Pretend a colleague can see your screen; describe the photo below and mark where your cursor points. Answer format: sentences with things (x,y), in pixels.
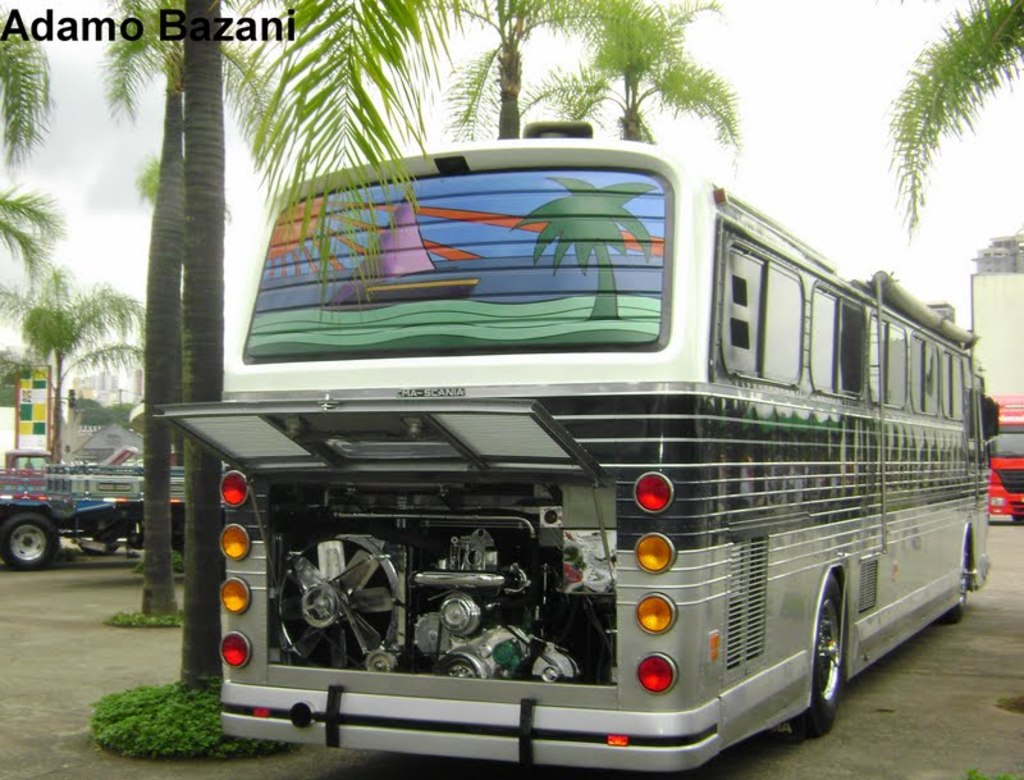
This image consists of bus (735,600) in silver color. In the back (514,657), there is an engine (420,569). At the bottom (948,724), there is a road (774,775). To the left (186,11), there are coconut trees (327,21). To the right (1014,504), there is a red color vehicle (1010,489). At the top (816,83), there is a sky (816,70).
